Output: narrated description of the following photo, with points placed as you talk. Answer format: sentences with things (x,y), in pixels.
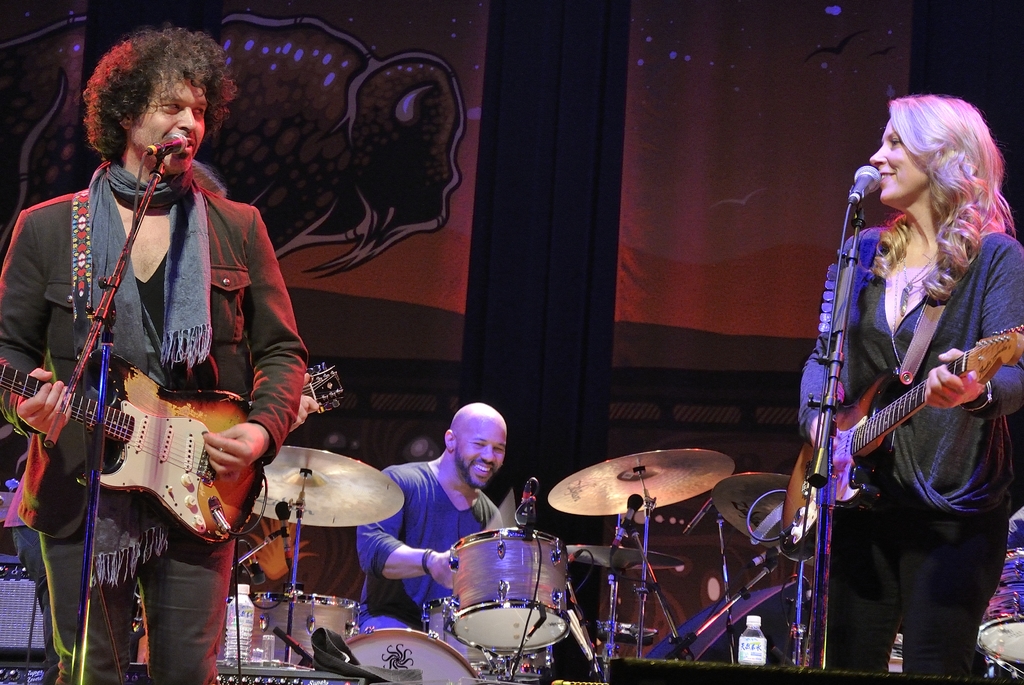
A man (221,276) and a woman (902,264) are playing guitar (889,428) with mic (825,368) in front of them. There is a man (493,444) playing drums (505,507) in the background (468,471).
